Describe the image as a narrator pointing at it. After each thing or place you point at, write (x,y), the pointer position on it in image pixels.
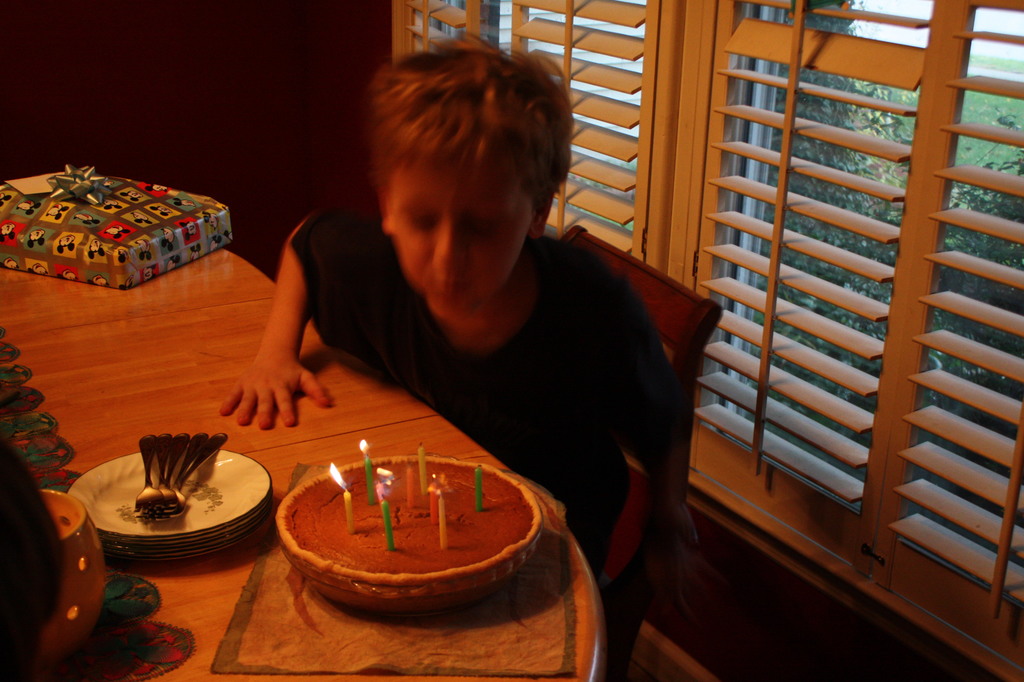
There is one kid (575,378) sitting on the chair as we can see in the middle of this image (564,369), and there is a window (734,341) in the background (770,334). There is a cake (359,556), some plates (256,488) and spoons (159,508), and some other objects (34,225) are kept on a table (169,362) on the left side of this image (218,419), and there is a wall (239,88) in the background (223,68).
